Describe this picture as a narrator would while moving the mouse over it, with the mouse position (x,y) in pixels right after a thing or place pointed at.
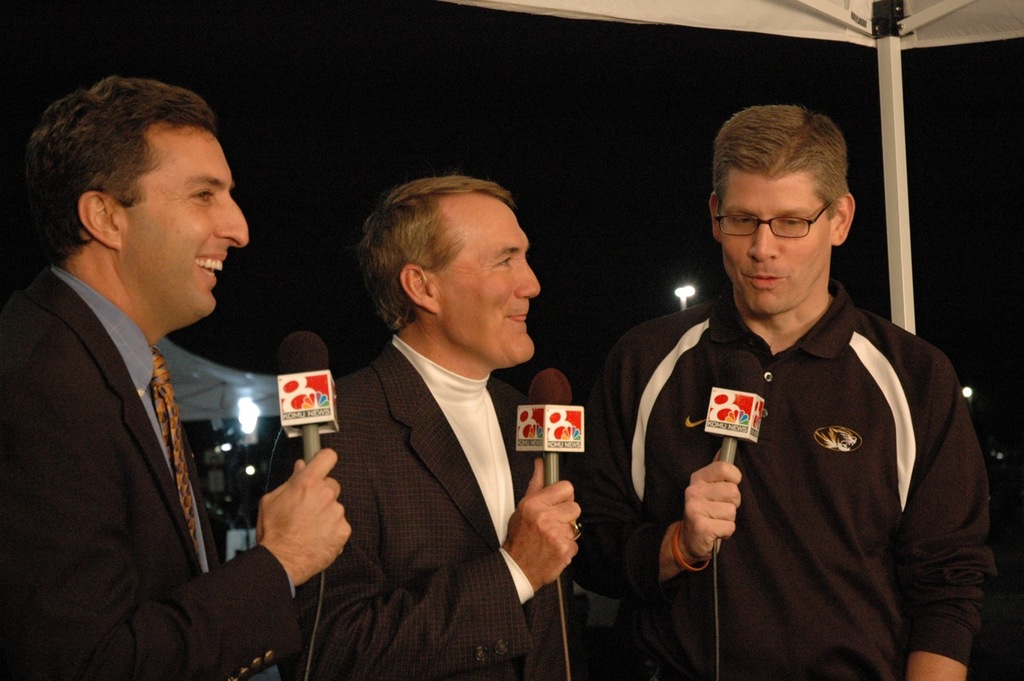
In this image I can see three men (430,625) are standing and holding mics (717,614). I can also see smile on few faces (181,265). He is wearing specs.
